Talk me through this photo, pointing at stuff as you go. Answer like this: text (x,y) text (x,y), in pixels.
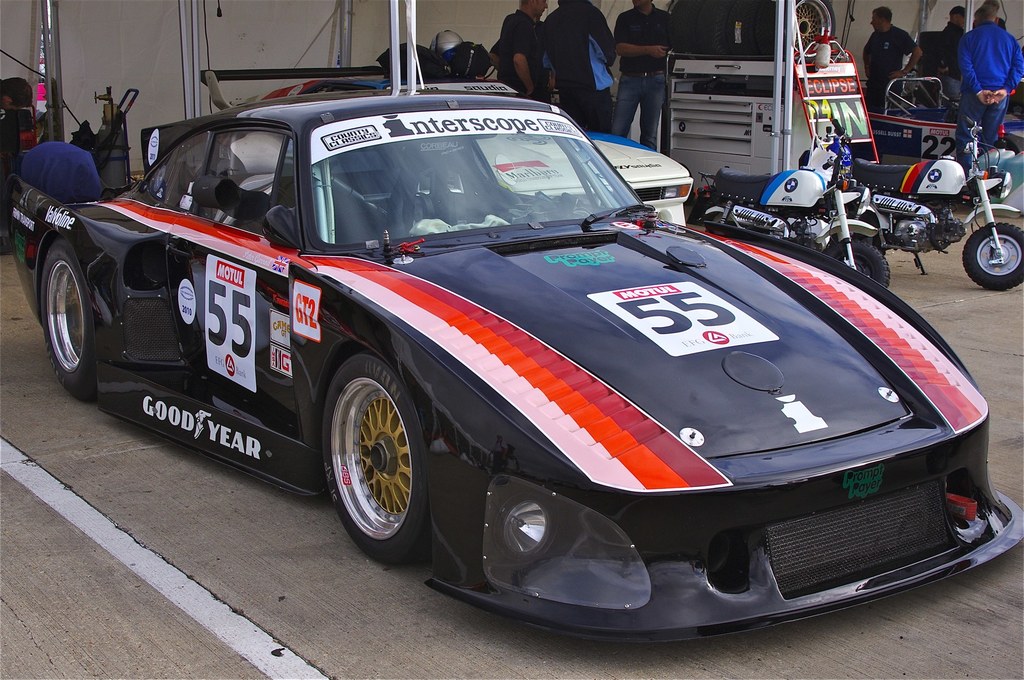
In this image we can see some vehicles (535,298) and persons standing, on the background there is a wall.
